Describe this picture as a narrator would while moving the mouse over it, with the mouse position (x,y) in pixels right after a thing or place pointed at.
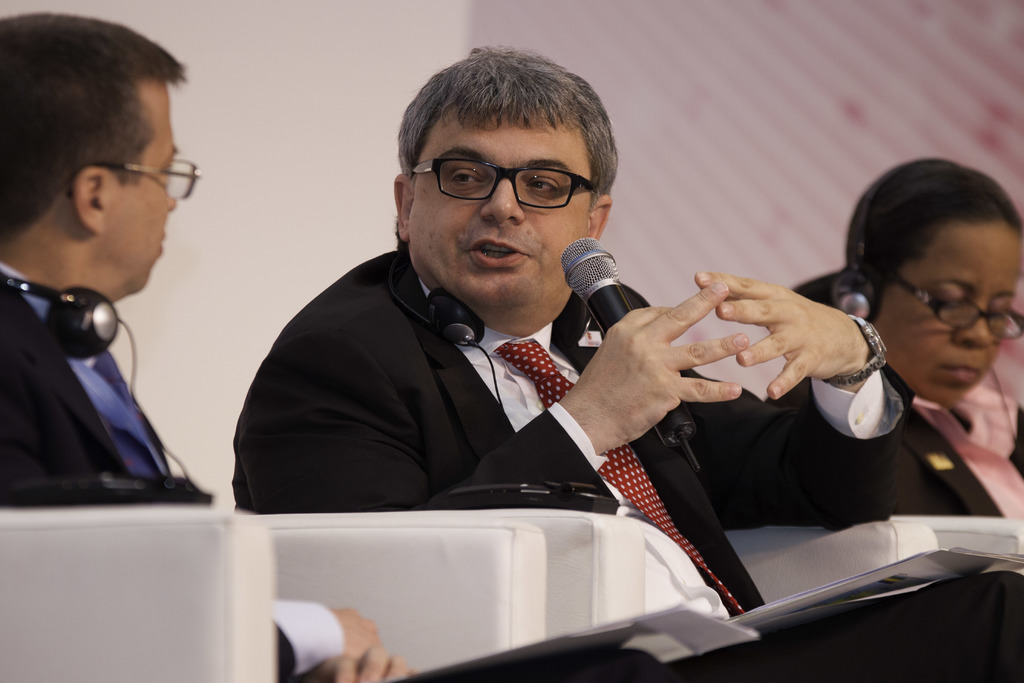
In this image I can see three people (508,457) with blazers (335,464), shirts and specs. I can see one person (462,408) is holding the mic (569,270) and the person (388,266) is having tie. There are papers (621,629) on these people (612,392). I can see another person (114,214) is having headset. They are also sitting on the white color couch (235,656). In the background (163,41) I can see the white and pink color wall (277,74).
